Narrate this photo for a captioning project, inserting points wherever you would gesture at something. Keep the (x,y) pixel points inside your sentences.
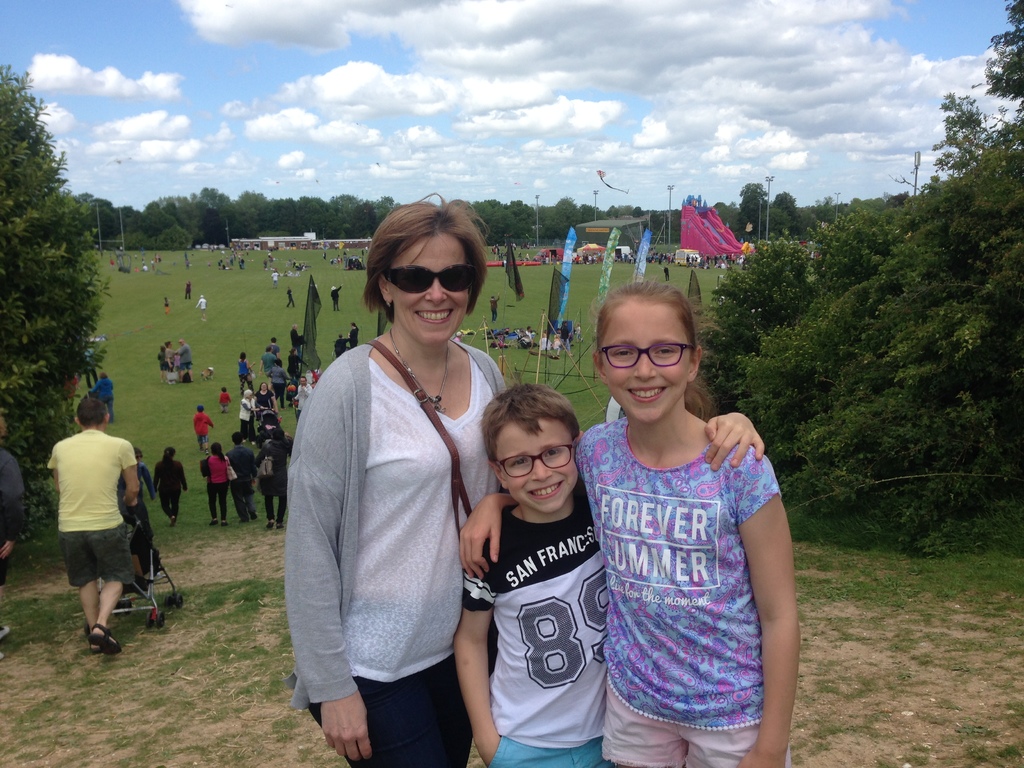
In this picture I can observe three members (459,446). One of them is a woman (382,415) and the other two (556,551) are children (556,551). In the background (243,480) I can observe some people (84,438) walking on the ground (232,283). In the background (511,234) I can observe trees (271,227) and some clouds (269,138) in the sky (382,83).
